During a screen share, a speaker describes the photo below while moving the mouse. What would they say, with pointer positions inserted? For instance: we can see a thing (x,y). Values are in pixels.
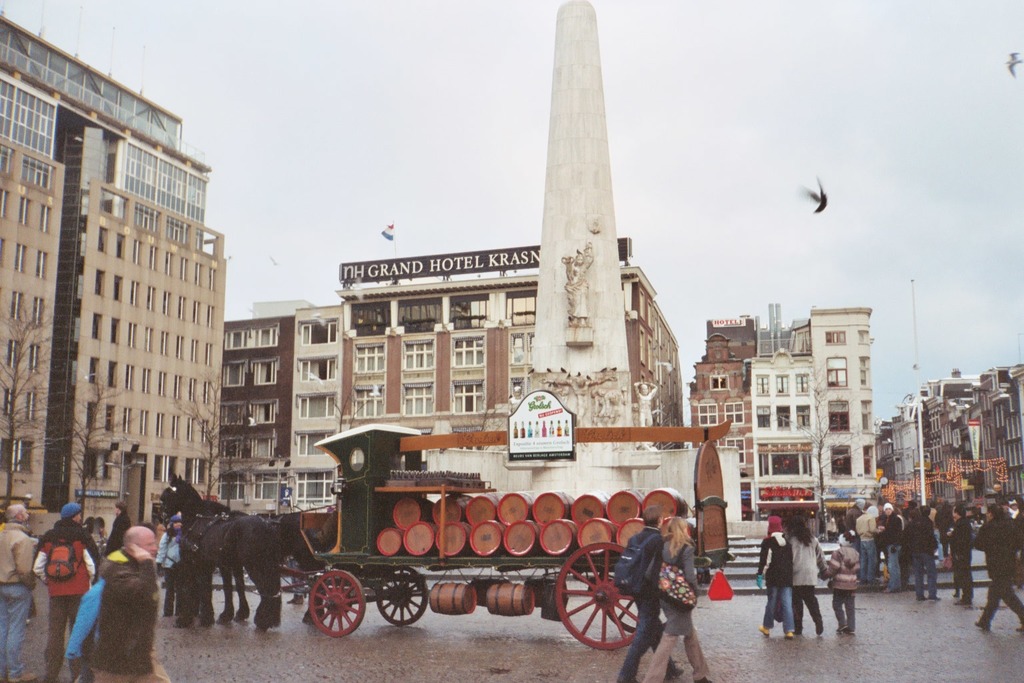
At the bottom of the image (19,525), we can see a group of people (3,534), chariot (577,608), wooden objects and few things (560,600). Background (1015,488) we can see buildings (954,494), trees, tower (616,398), statues (619,410), stairs (751,568) and some objects (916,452). Here we can see the sky (213,158). Here few birds (819,193) are flying in the air (940,137).
